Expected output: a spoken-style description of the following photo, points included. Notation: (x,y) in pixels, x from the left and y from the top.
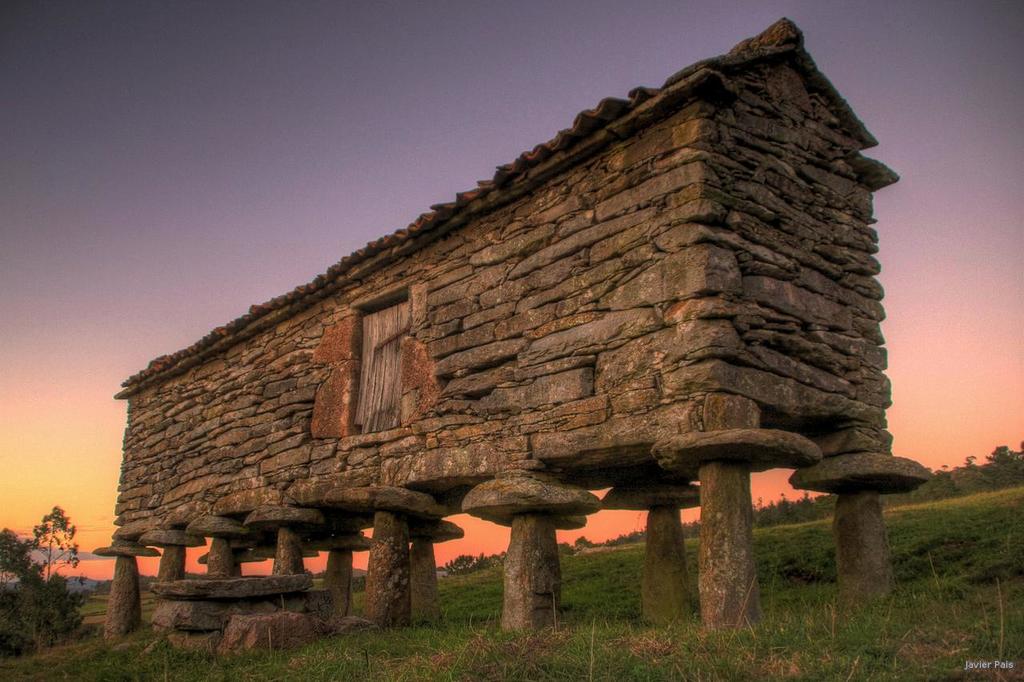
In the foreground of this image (466,340), there is a hut (575,415) which stands on the grass (596,634) with the help of some pillars (527,550). In the background (58,610), there are trees (49,594), the sky (43,350) and the cloud (86,559).
